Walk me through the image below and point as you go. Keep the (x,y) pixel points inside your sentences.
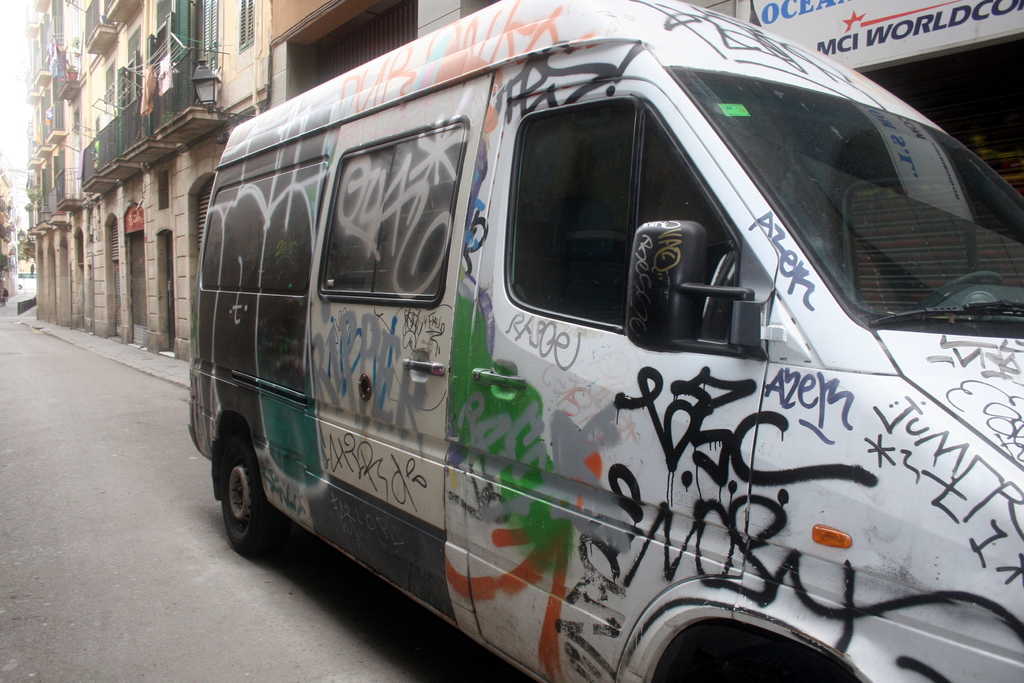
In this image we can see a vehicle (545,396) with some painting (479,410), there are some buildings (114,214), windows (191,32), grille (134,129), light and a board (855,24) with some text (909,21), also we can see the sky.
